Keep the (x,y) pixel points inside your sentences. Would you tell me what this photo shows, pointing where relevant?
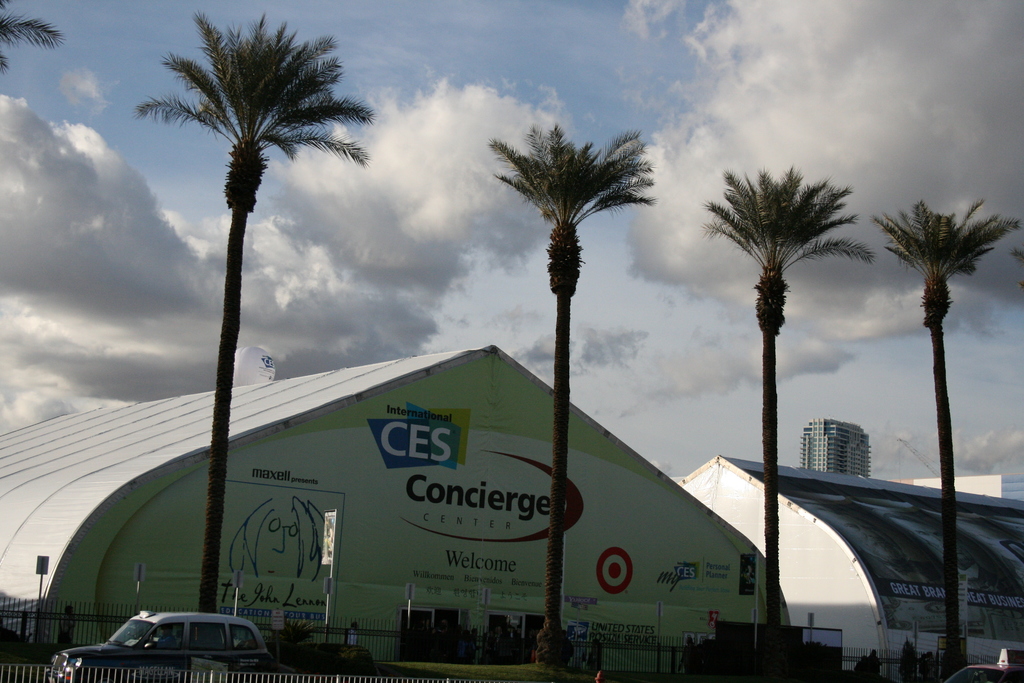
in this image in the center (519,429) there are trees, buildings (651,548) and there is a car (204,648) on the road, there are persons (472,647) and in the center (495,446) there is a wall (340,491) and on the wall (356,485) of the building (394,492) there is some text (453,503) written on it and the sky (601,240) is cloudy.
